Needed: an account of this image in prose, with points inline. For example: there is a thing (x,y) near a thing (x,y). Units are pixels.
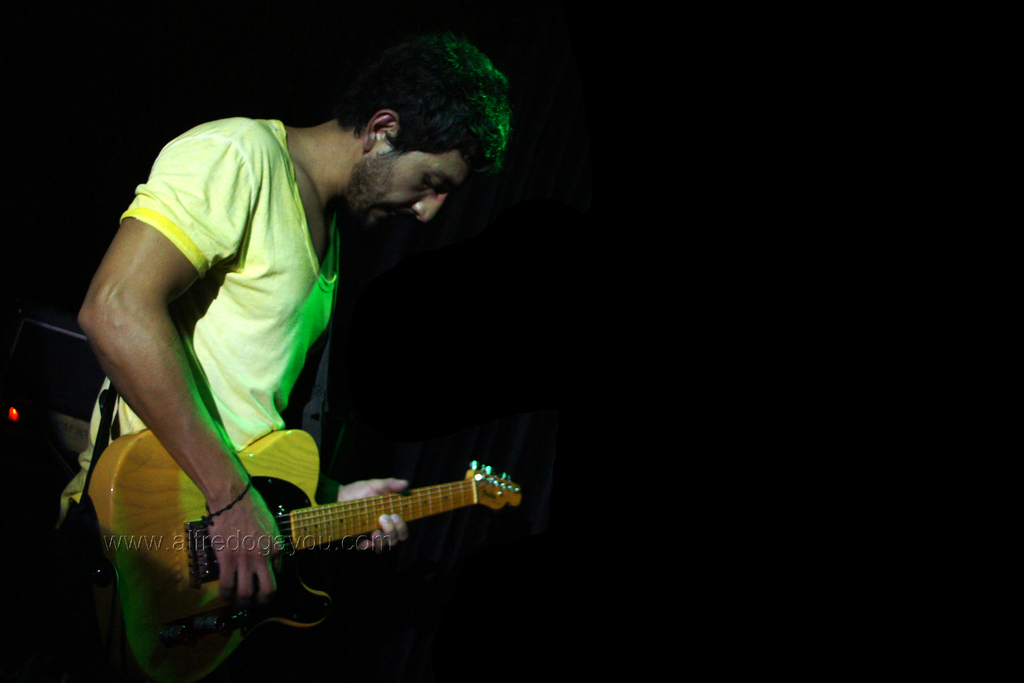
This picture shows a man (138,426) standing and playing guitar (200,672).
